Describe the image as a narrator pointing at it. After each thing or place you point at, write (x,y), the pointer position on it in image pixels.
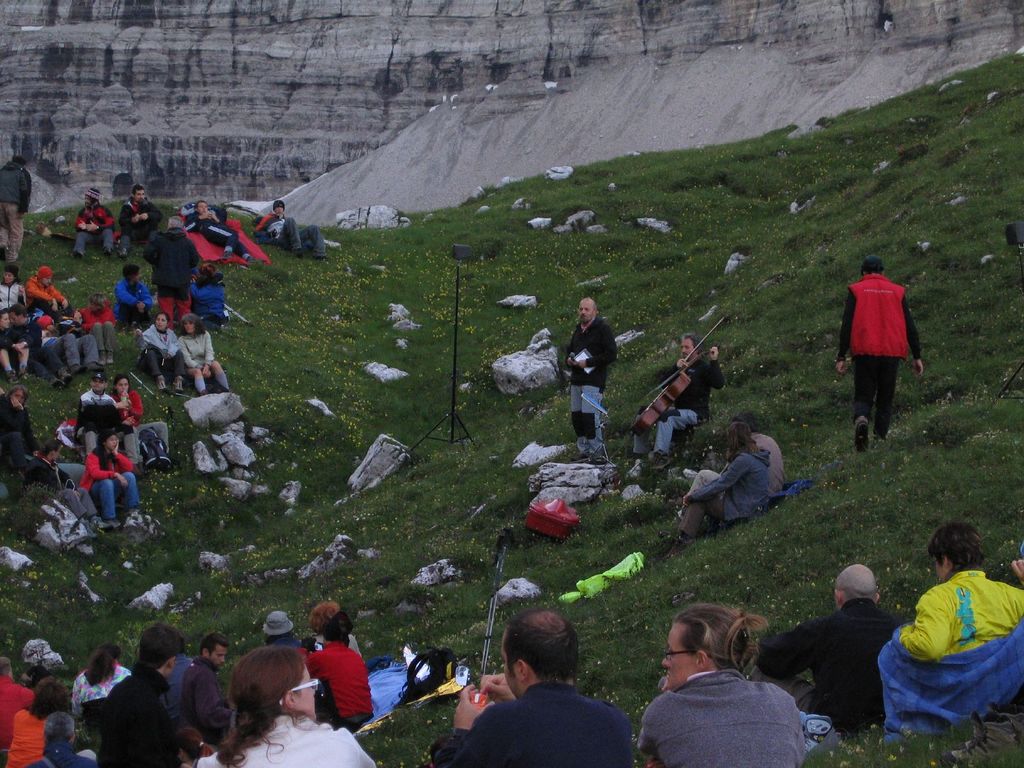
In this picture we can see a group of people (134,683) sitting, some people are standing, stand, bags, stones (50,514) and some objects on the grass (279,543) and a man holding a cello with his hands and in the background (450,150) we can see the wall (280,89).
